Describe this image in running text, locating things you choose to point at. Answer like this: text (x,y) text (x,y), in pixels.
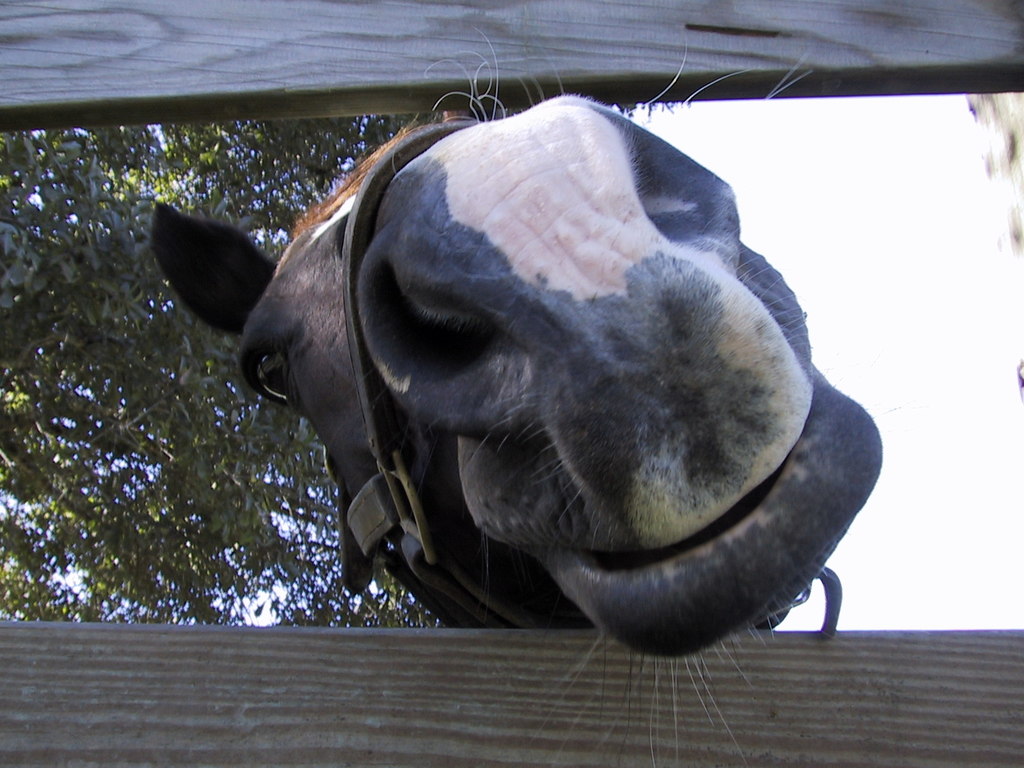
In the image we can see the horse (496,271), black and white in color. Here we can see wooden sheet (395,702), tree (166,461) and white sky (889,358).
